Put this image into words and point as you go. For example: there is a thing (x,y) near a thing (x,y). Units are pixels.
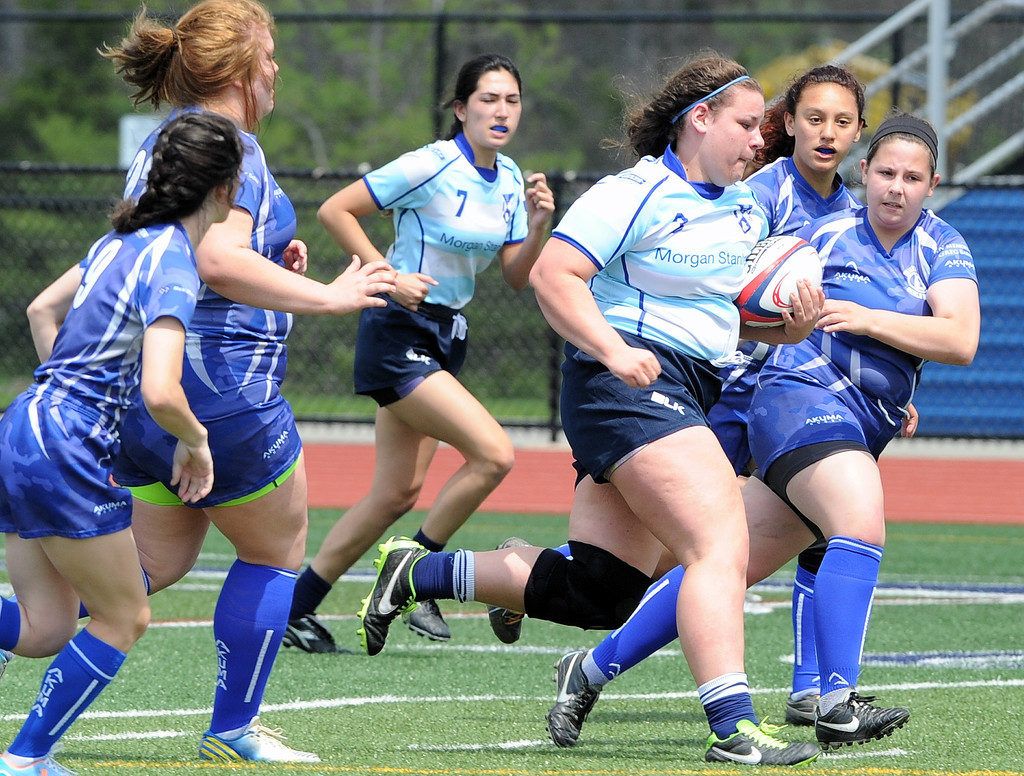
In this image there are group of people (466,190) who are running on the right side (809,460) there are three women (809,460) and one woman (719,318) is holding a ball (756,279) and running on the left side (150,403) there are women (111,335) who are running, and on the center of the image (411,360) there is one woman (425,287) who is running and on the background of the image (341,82) there are some trees (303,88) and one fence (490,334) and in the bottom of the image (438,719) there is grass (790,669).
